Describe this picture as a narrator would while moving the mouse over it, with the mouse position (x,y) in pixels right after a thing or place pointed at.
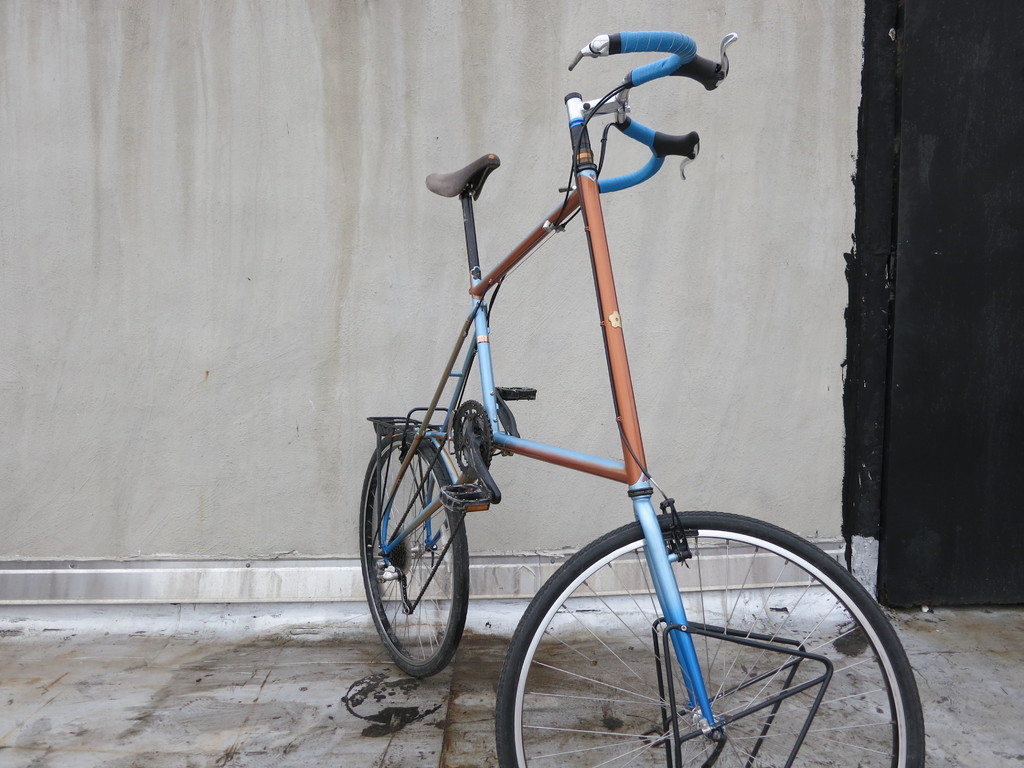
In the center of the image (641,496) a bicycle (672,631) is present. In the background of the image (316,330) a wall (322,219) and a door (951,220) are present. At the bottom of the image (277,706) floor (312,653) is there.
